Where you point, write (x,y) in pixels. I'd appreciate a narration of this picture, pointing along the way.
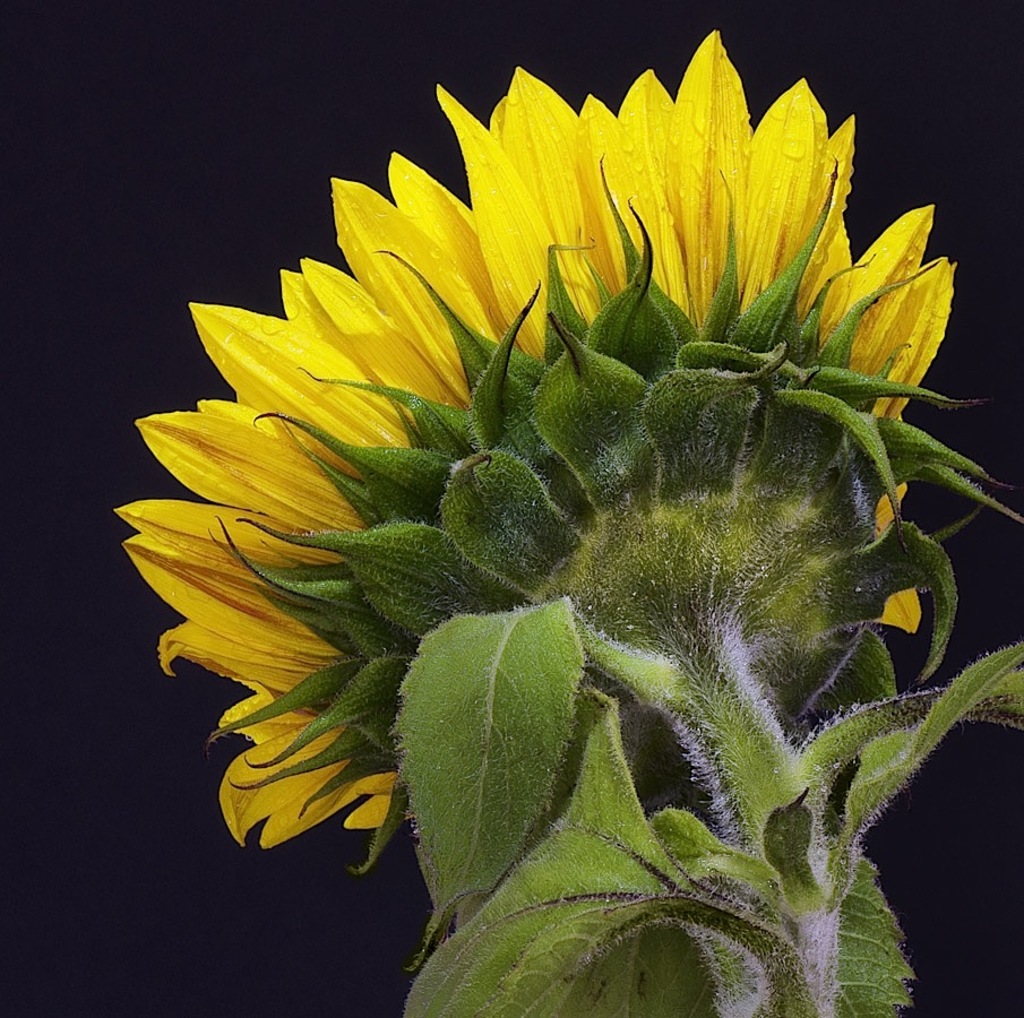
In this picture there is a sunflower (478,282) which is in yellow color.
